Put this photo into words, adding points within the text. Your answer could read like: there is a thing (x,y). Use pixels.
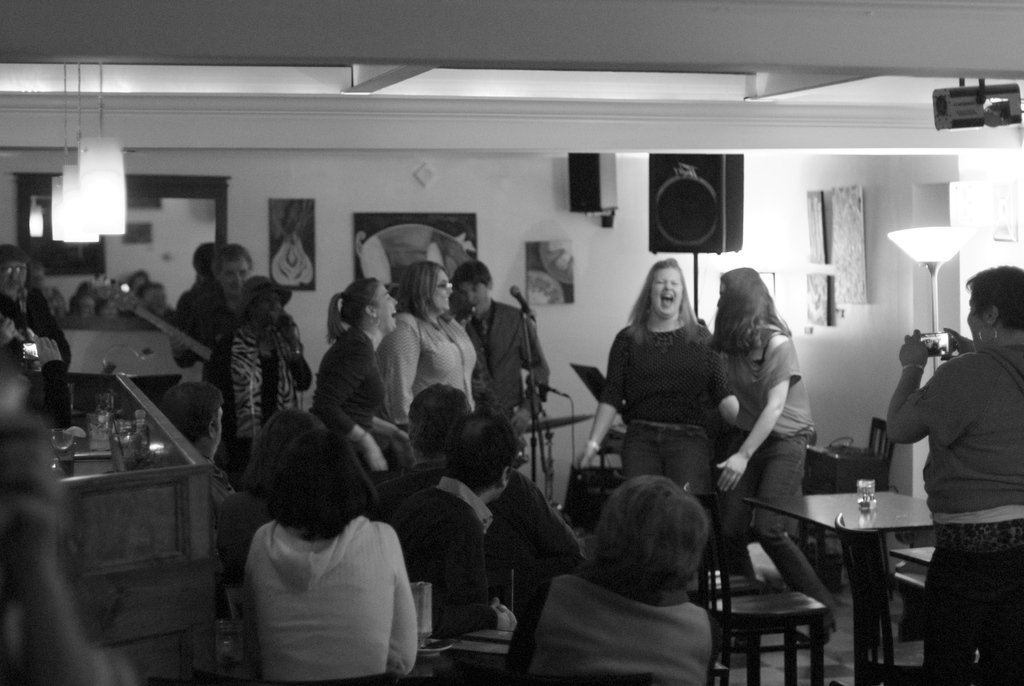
Few persons (521,432) are standing and few persons (275,544) are sitting on the chairs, this person (1012,366) holding mobile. we can see tables (872,521) and chairs (877,583) on the floor (848,671), on the table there are glasses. On the background (380,165) we can see wall (916,301), frames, mirror (151,239), light (97,177), speaker (703,183). On the top (103,179) we can see light (87,189). There is a microphone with stand (536,456).
